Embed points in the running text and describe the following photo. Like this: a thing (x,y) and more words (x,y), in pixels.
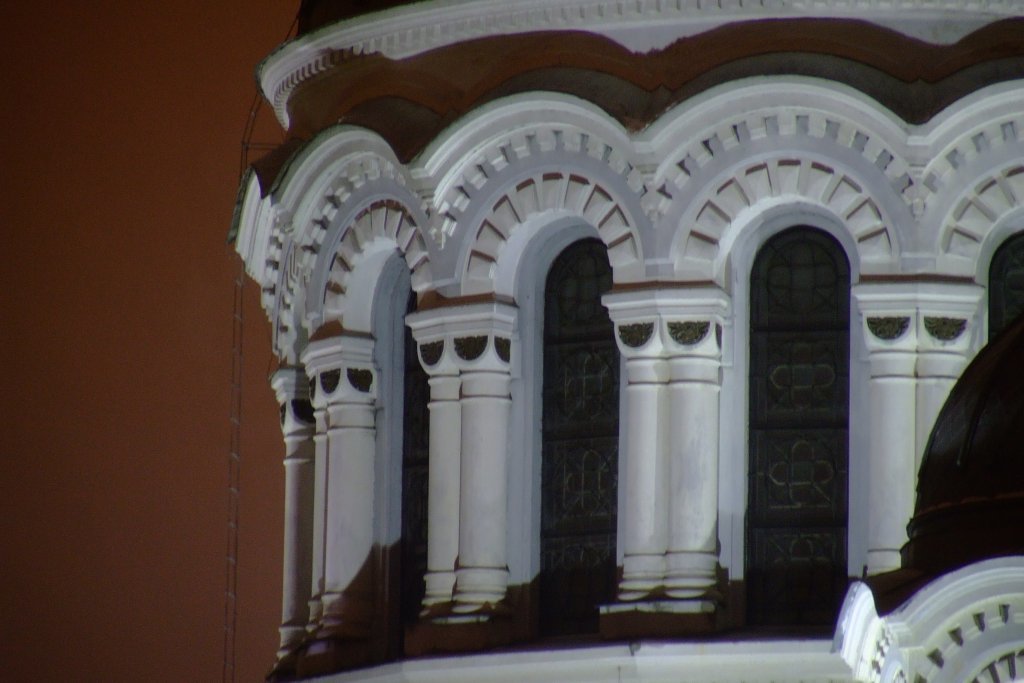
In this image I can see a red color wall (107,231) on the left side (22,233) I can see a building (745,138) In the middle (650,297).
